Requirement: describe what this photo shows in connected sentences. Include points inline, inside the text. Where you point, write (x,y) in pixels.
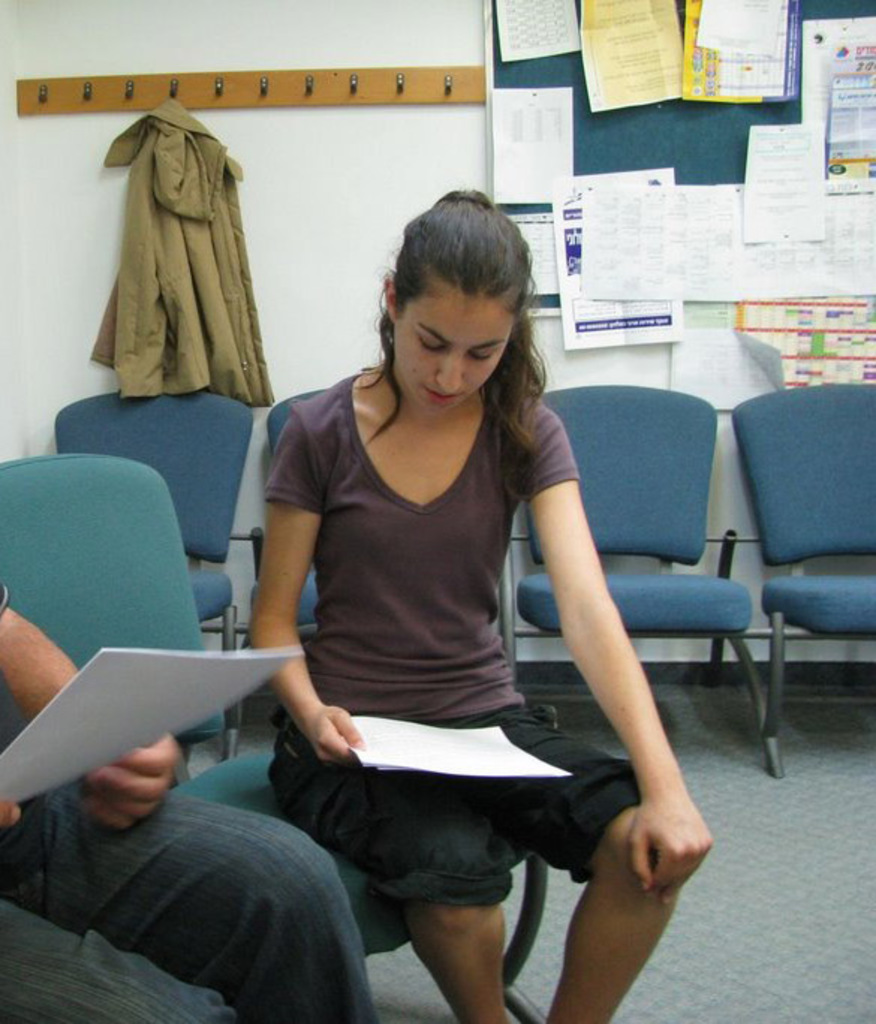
a person (345,825) is sitting in the center of the room (446,794) holding a paper (434,770) in her hand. left to her is another person (75,889) sitting. behind them there are chairs (766,485). at the back (378,88) a hanger (342,84) is present. a jacket (170,225) is hung to the hanger (64,107) and at the right corner (718,161) there is a board (543,70) on which papers (688,53) are attached.
